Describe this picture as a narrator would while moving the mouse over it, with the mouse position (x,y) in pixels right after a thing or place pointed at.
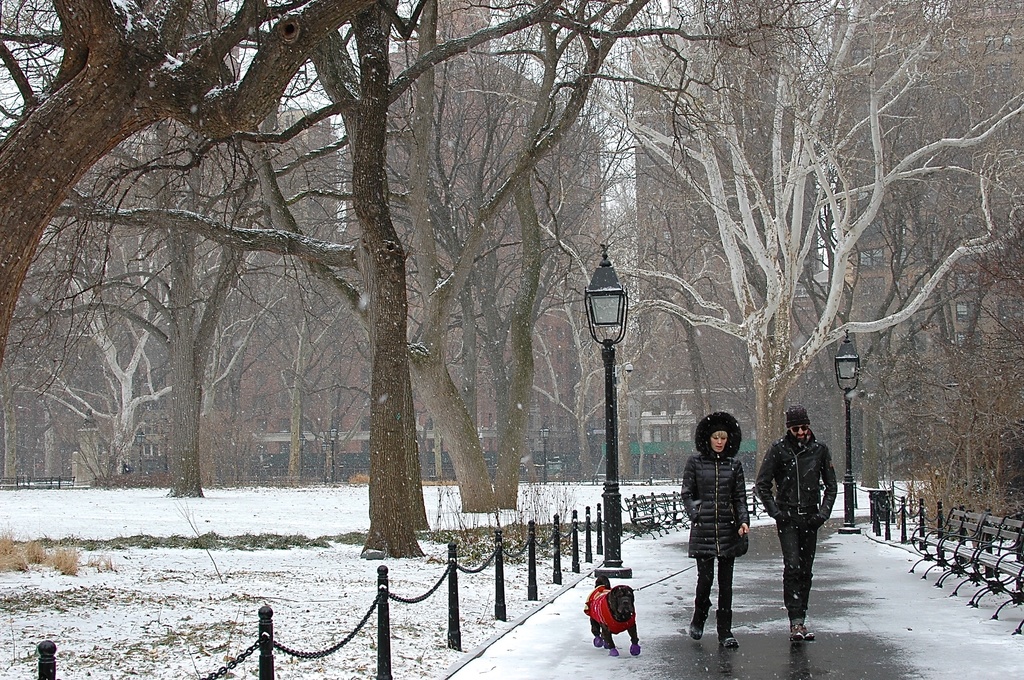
In this image there is a person (699,515) holding the chain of a dog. Beside her there is another person (787,541) and they both are walking on the road (840,556). There are chairs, light poles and a dustbin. There is a metal fence (904,515). At the bottom of the image (266,526) there is snow (191,594) on the surface (197,587). In the background of the image (20,352) there are trees (521,366), buildings (1000,16). At the top of the image (594,14) there is sky (606,20).
